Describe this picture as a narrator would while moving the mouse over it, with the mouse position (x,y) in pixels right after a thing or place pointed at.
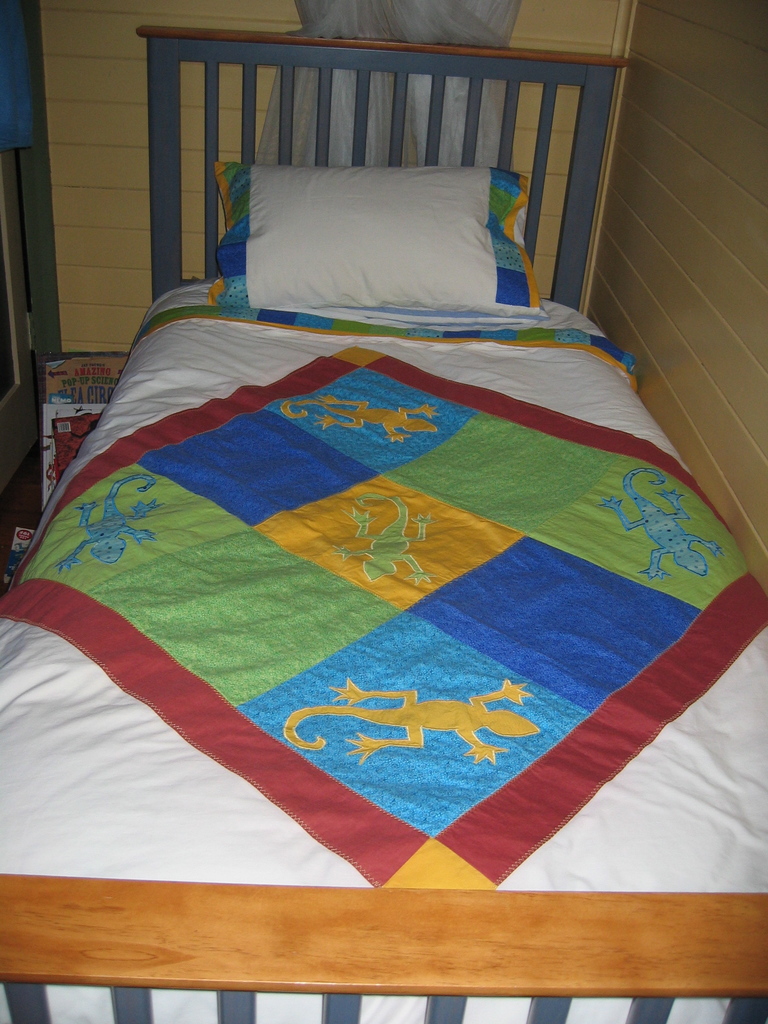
As we can see in the image there is a bed (226,344) and white color pillow (307,229).
